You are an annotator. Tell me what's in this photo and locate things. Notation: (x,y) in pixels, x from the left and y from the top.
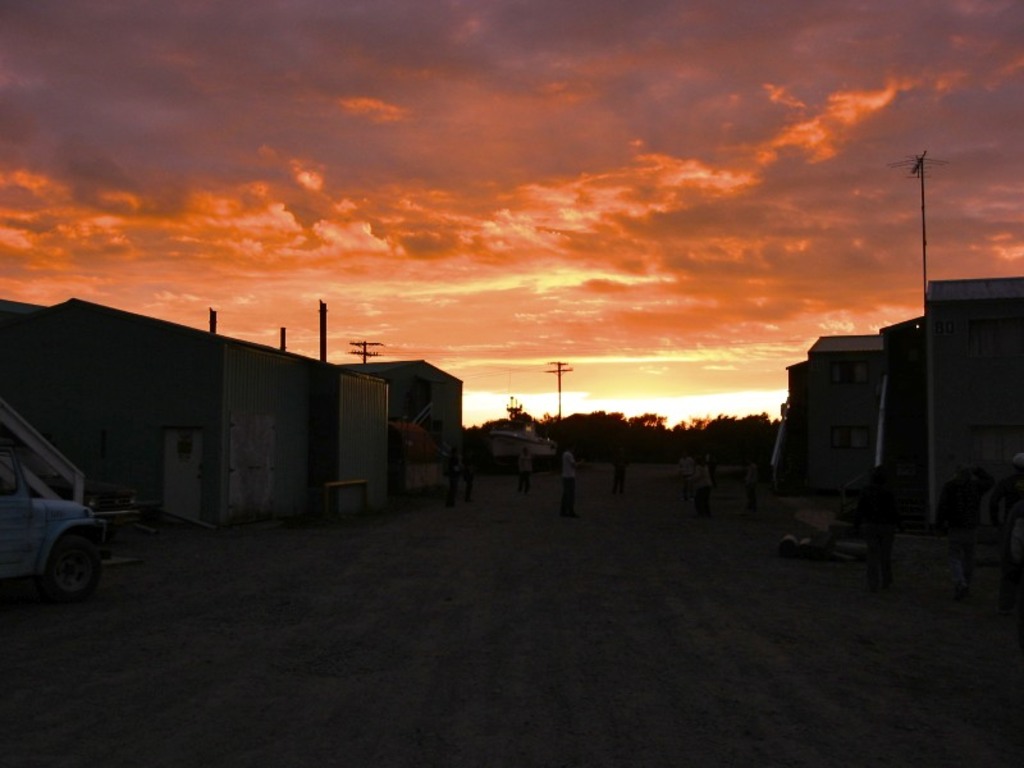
On the right (805,392) and left side of the image (334,419) there are houses (354,427). In the middle of the houses (869,410) there are few persons (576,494) standing on the road (649,481). On the left side of the image (54,549) there is a vehicle (54,549) parked. In the background (578,453) there are trees (640,444) and sky (639,282).
